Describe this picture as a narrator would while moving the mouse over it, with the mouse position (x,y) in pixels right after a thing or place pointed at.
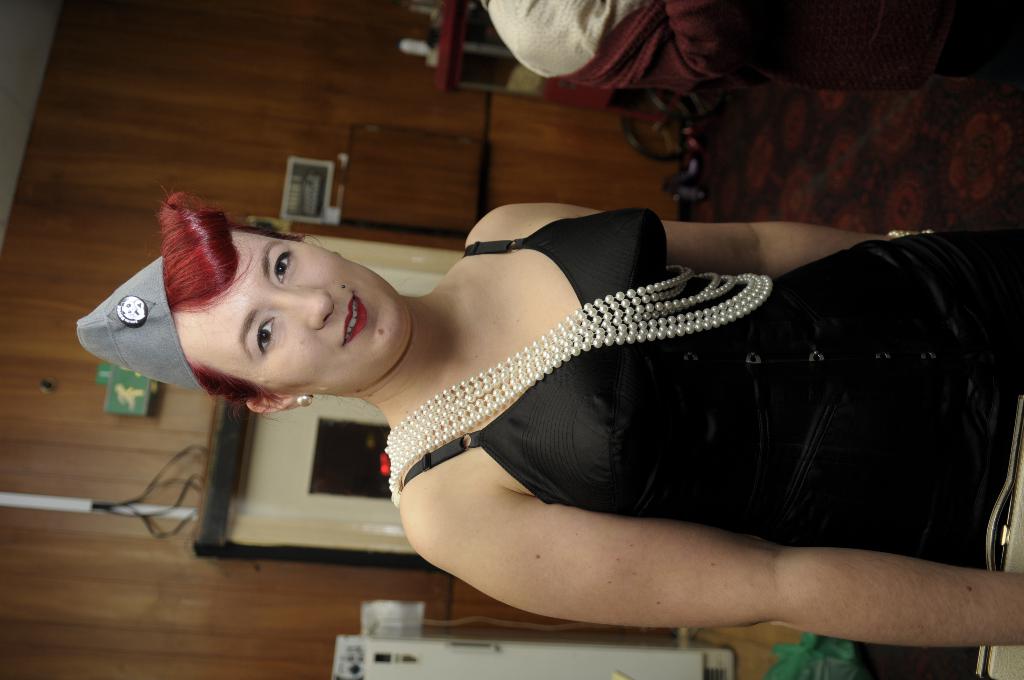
In this picture we can see a woman (417,406) wore a cap (179,368), smiling and in the background (302,77) we can see the wall (317,129), cables (177,458) and some objects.
